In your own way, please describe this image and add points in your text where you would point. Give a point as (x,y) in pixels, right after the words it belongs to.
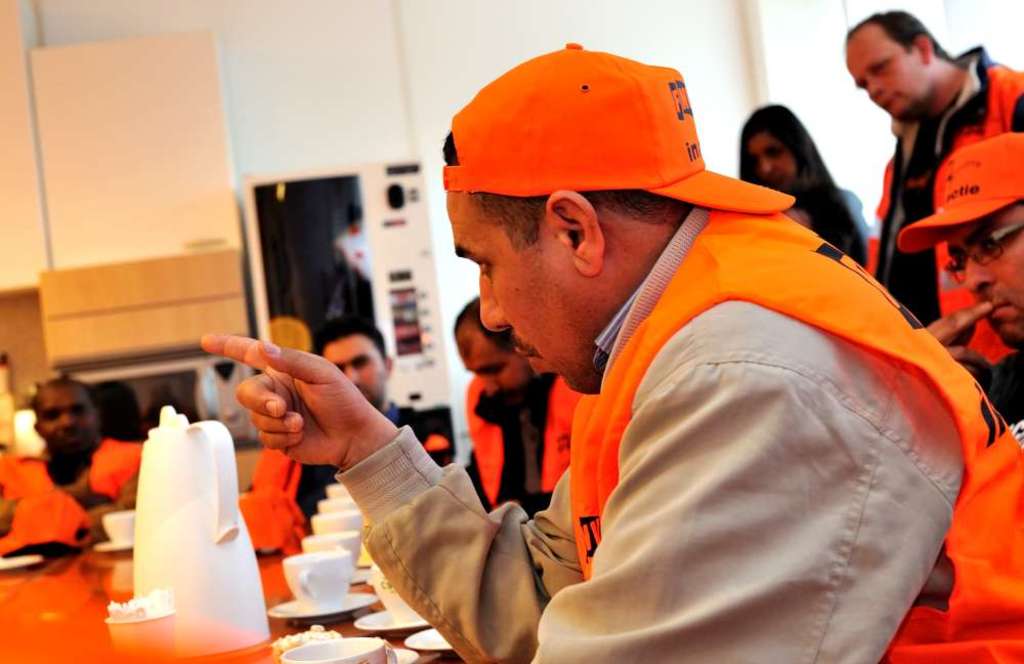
In this image I can see some people (554,498). On the left side (156,554) I can see some objects (215,591) on the table (75,603). In the background (405,96), I can see the wall (275,65).
